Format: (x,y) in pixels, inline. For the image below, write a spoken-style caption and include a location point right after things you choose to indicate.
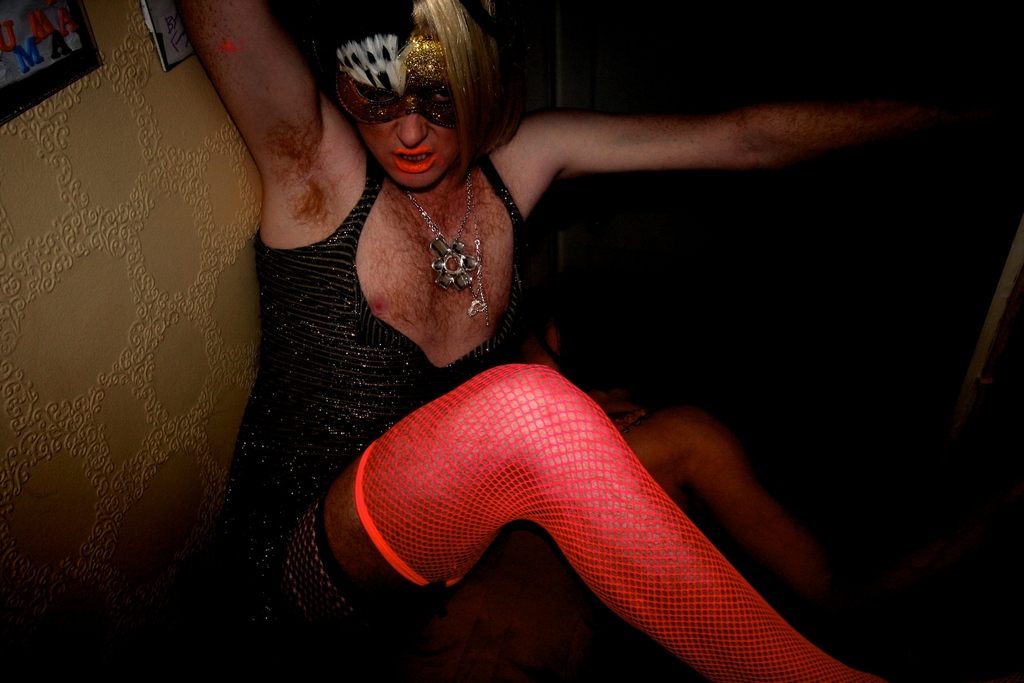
In this image there is a person (407,247) with black and gold mask (420,89). On the left (124,245) there is a wall (126,205) and to the wall (103,43) there are frames (74,20) attached.
